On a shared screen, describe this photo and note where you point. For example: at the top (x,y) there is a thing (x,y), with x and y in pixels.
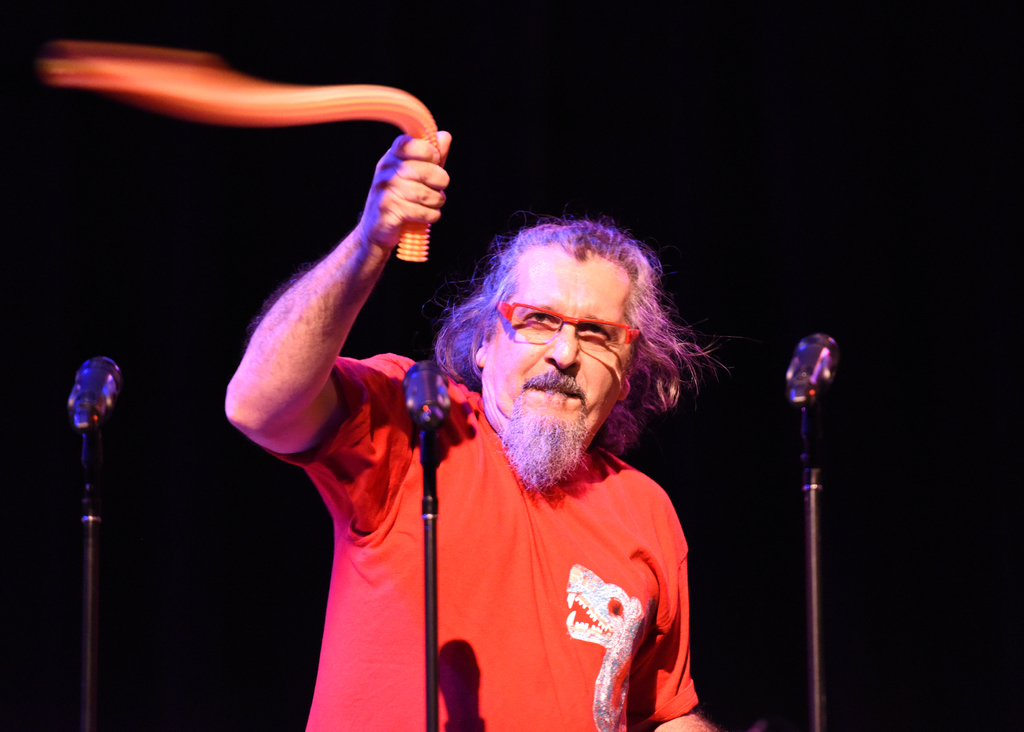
In this picture I can see a man (530,444) is standing in front of microphones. The man (401,395) is holding an object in the hand (383,175). The background of the image (364,187) is dark.
